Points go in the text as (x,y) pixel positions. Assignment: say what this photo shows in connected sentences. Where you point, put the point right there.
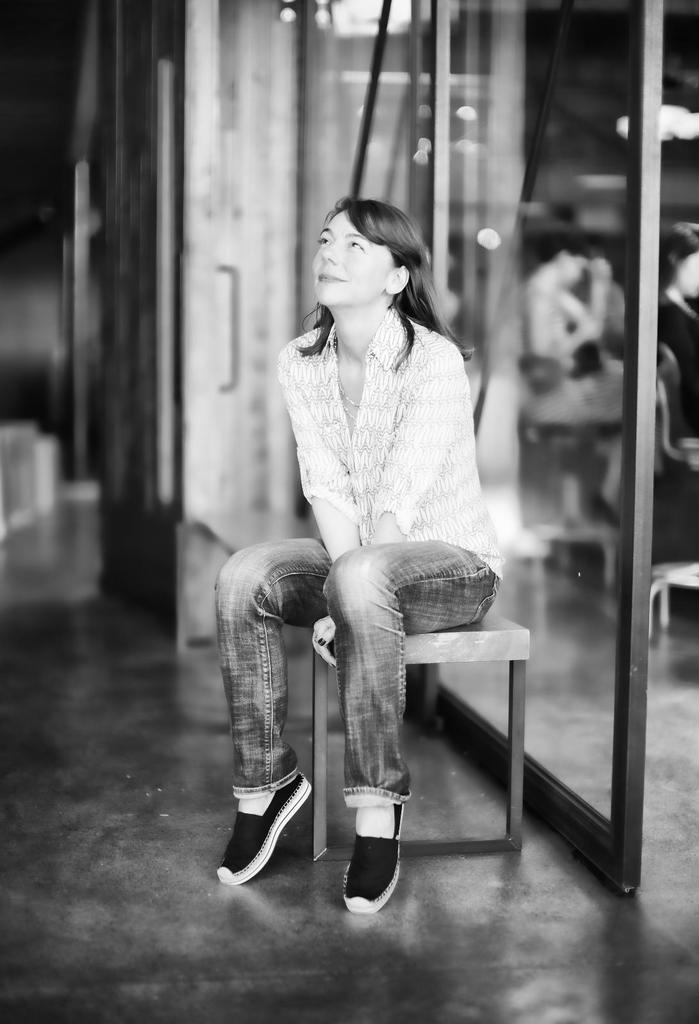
Here we can see a woman (387,285) sitting on a stool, wearing black shoes (244,851) and behind her we can see people (694,371) sitting on chairs (669,448) inside.
